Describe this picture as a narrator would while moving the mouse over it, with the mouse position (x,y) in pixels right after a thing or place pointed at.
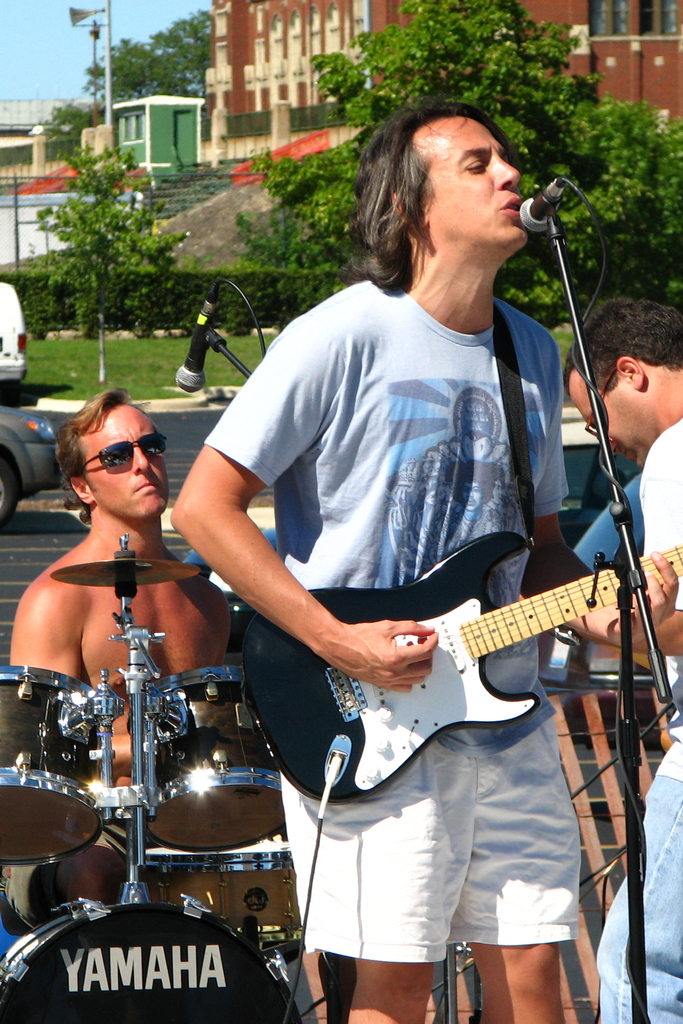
In this image I can see few people (491,943) where a man (378,189) is standing and holding a guitar (479,548). I can also see he is standing next to a drum set (144,636). Here I can see few mics (181,376), few trees (479,91), vehicles (13,456) and few buildings (236,95).
